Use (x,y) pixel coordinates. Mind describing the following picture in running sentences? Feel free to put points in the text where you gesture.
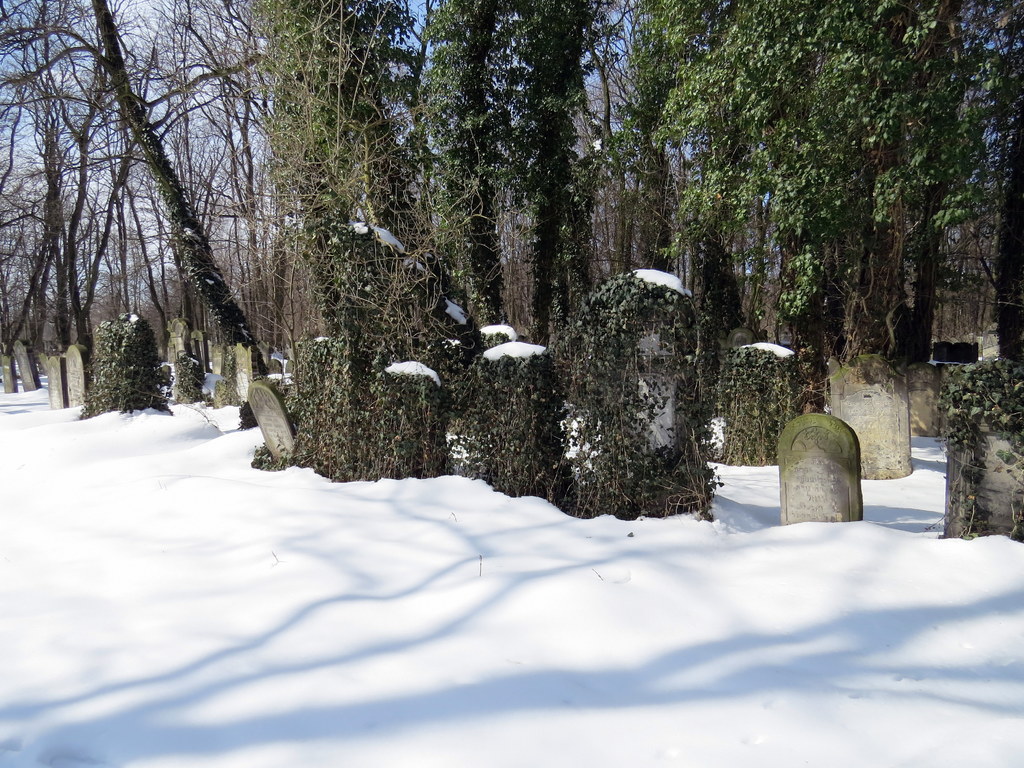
This place is a graveyard (401,475). At the bottom (357,708), I can see the snow (298,600). In the background (525,334) there are many creeper plants (482,338) and trees (583,201).
